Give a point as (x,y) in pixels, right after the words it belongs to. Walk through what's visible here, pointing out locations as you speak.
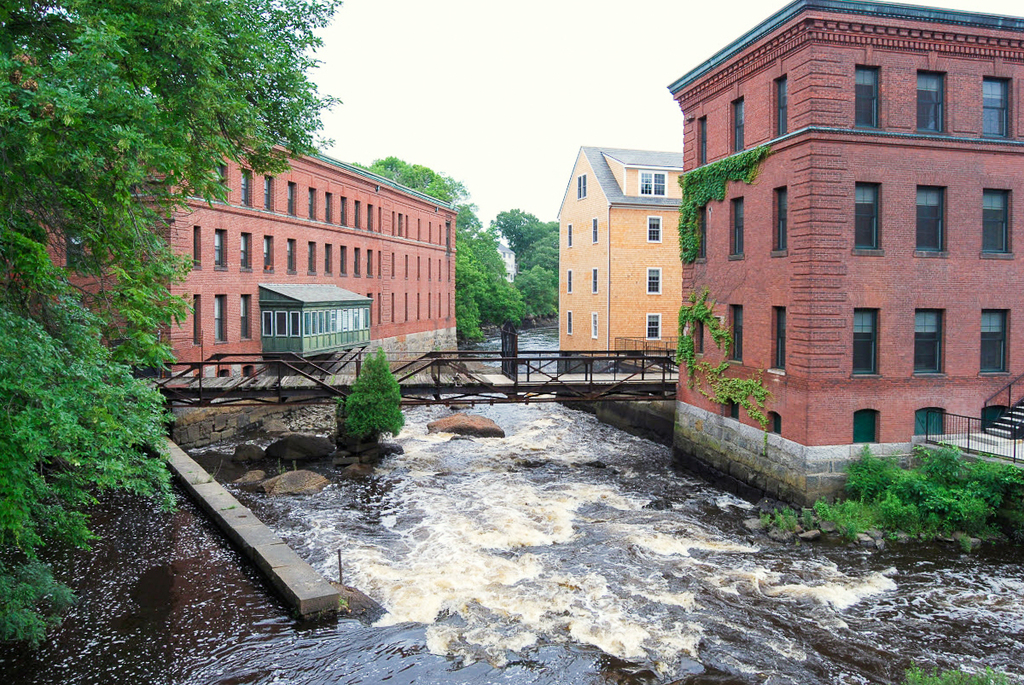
In this image I can see river (473,456) is flowing in the middle (476,411). It is the bridge (492,402), there are houses (587,327) on either side of this image. On the left side (147,240) there are trees (2,106), at the top (580,96) it is the sky (571,109).
